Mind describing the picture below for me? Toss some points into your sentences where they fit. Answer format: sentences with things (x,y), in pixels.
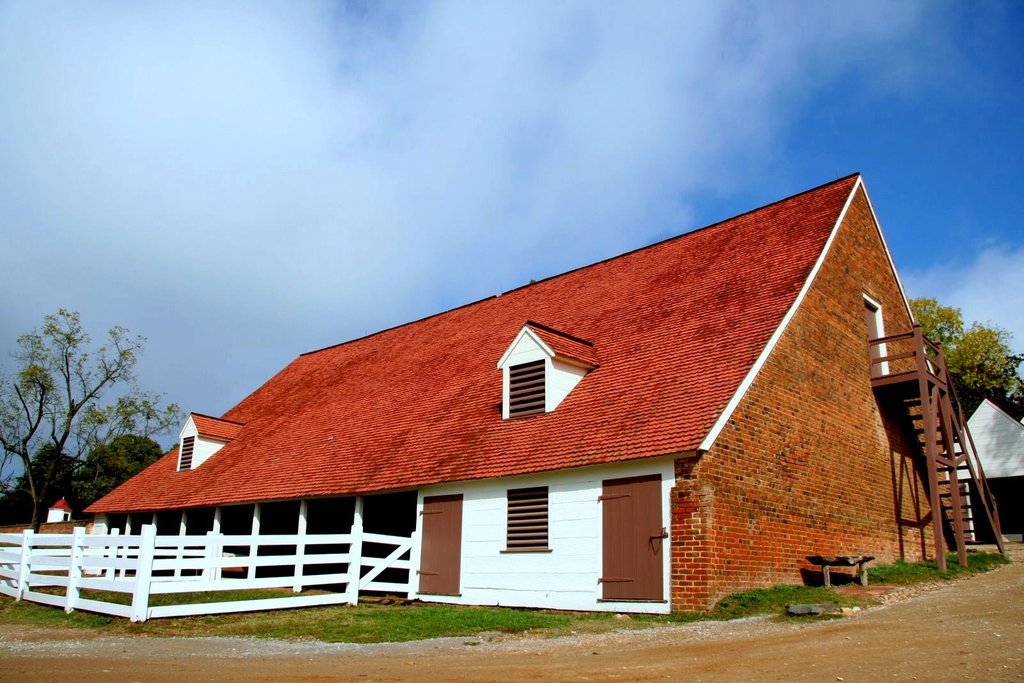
In this image we can see a house (554,497), windows (534,523), doors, and a staircase (938,469), there are some trees (957,331), grass (282,593), also we can see a fence (297,580), and the sky (779,84).
